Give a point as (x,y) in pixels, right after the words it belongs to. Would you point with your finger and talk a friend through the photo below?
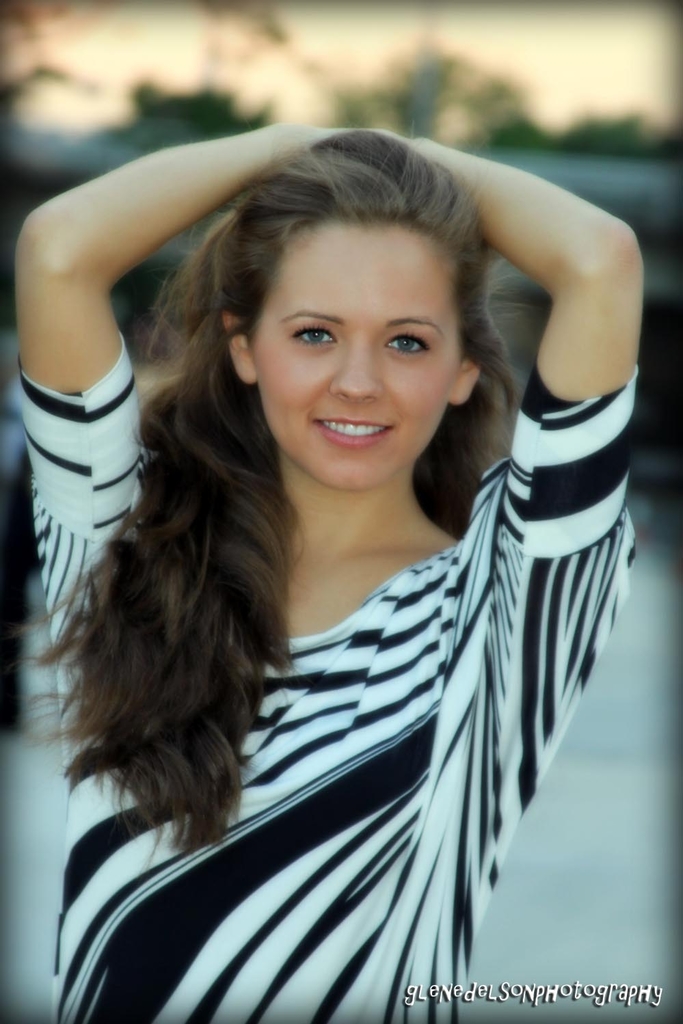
In the picture I can see a woman (76,232) and there is a smile on her face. She is wearing a black and white color top (359,801) and she kept her hands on her head (462,286).
